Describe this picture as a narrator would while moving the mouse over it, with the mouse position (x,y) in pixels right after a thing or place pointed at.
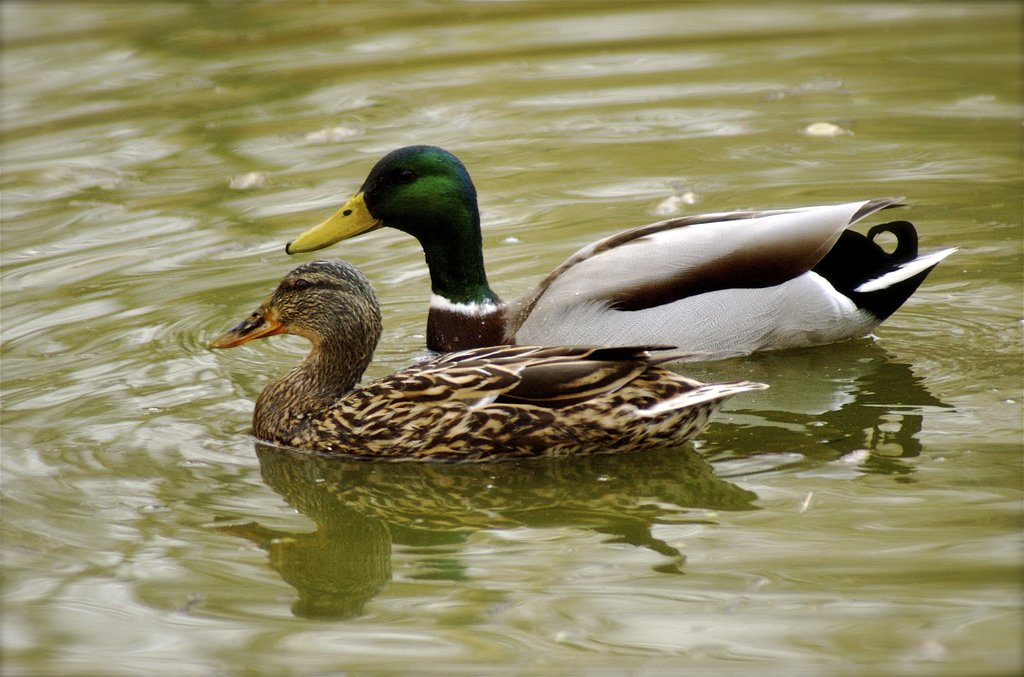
In this picture I can see couple of ducks (612,383) in the water (574,188).
